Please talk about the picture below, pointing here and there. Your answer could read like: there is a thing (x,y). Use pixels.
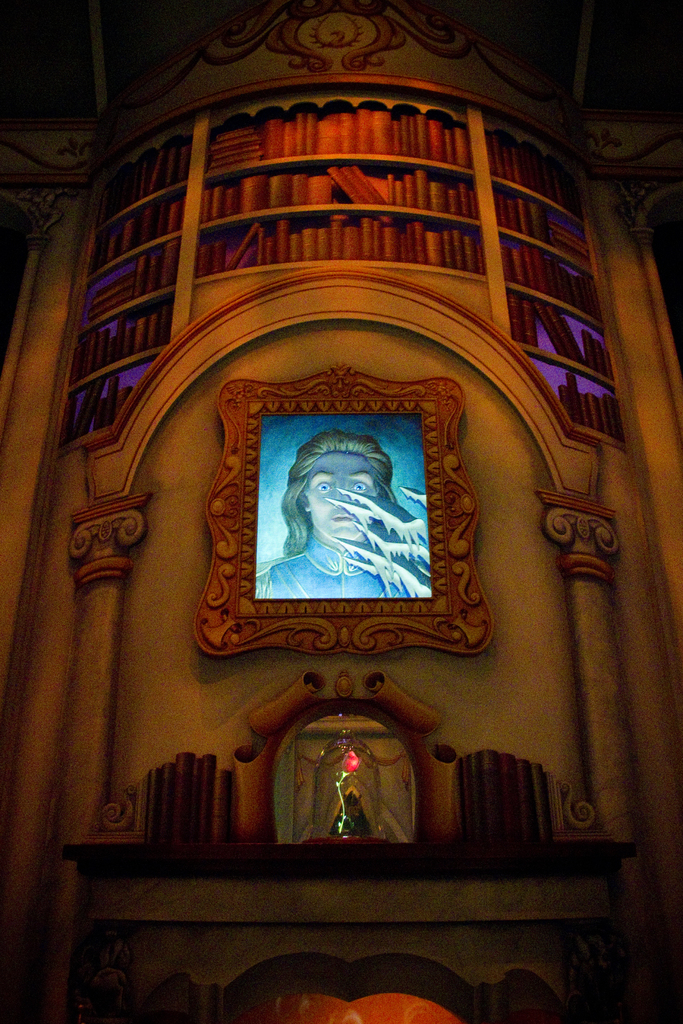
In this picture we can see a room (665,416). In the center (354,479) we can see a person's painting (332,471) on the wall (507,676). On the top (450,258) we can see books (548,287) on the wooden rack (488,222). On the bottom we can see a rose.
